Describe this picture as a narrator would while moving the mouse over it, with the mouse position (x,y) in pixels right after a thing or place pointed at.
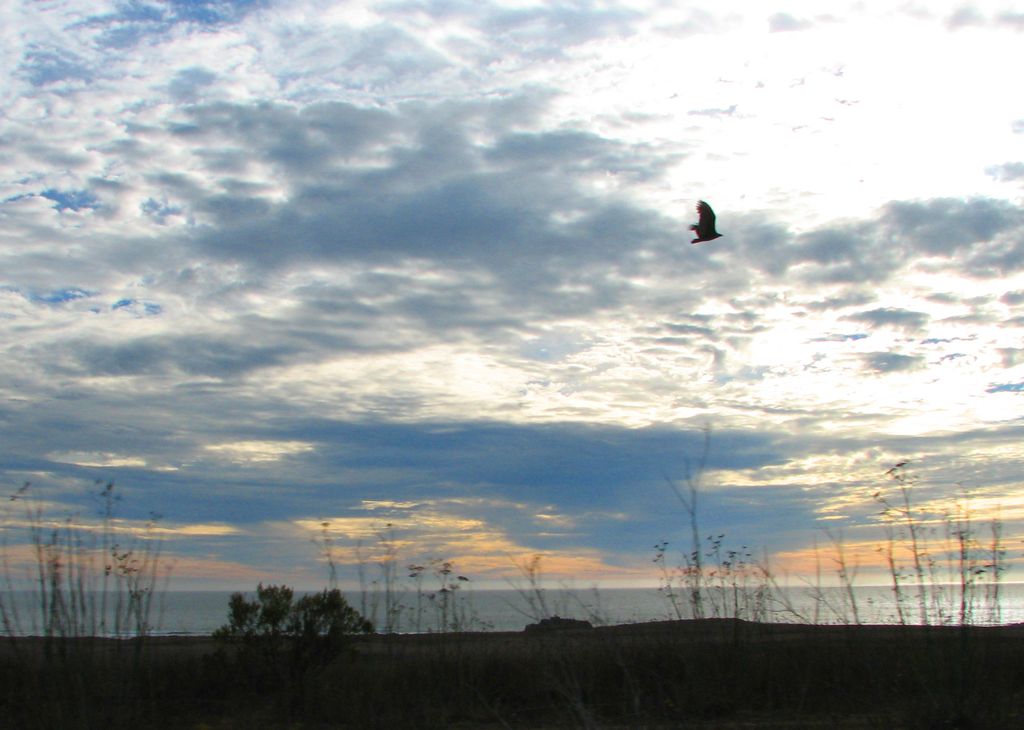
In this picture, at the bottom (473,640) is the ground (944,694) and on the right side (699,223) there is one bird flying and background (656,348) is the sky (237,230).
